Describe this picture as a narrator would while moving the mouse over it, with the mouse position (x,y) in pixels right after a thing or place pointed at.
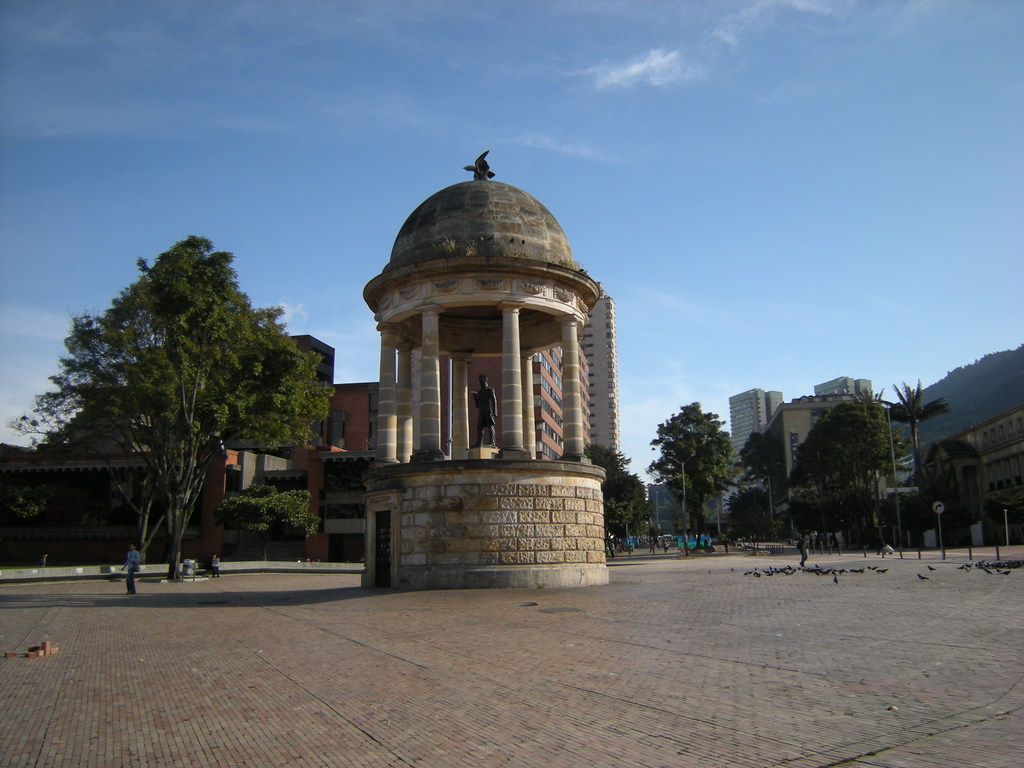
This image consists of a statue (479,376) in the middle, and there is a small roof (413,229) along with pillars (460,429). At the bottom (618,695), there is a road (712,633). On the left (174,357) and right, there are trees (920,403). In the background (813,398), there are buildings (1023,446). At the top (463,162), there is sky (957,13). And we can see many persons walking on the road (608,720). On the right (763,570), there are birds (919,579) on the road (766,632).
